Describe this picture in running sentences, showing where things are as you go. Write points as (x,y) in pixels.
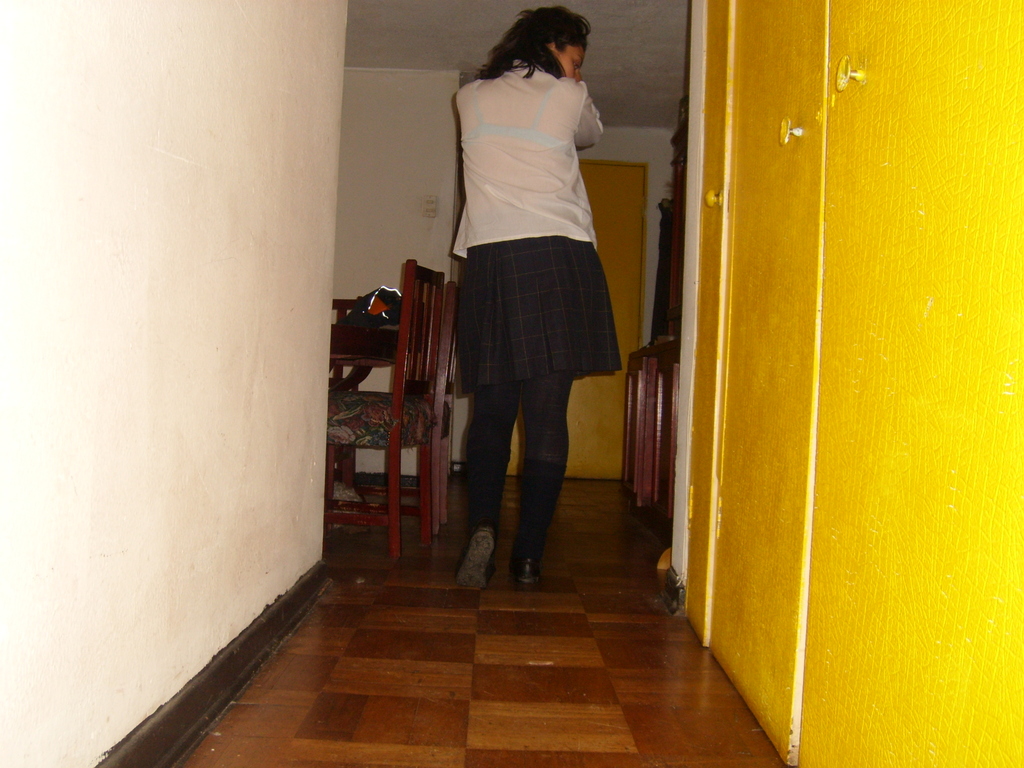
In the image there is a person (478,523) turning towards the door (569,474) and on the left side (134,458) there is a wall (208,599) and on the right side (714,591) there are three doors (786,363), beside the person (516,348) there is a dining table (373,363) and in front of the dining table (374,350) there is a wall (419,111).
